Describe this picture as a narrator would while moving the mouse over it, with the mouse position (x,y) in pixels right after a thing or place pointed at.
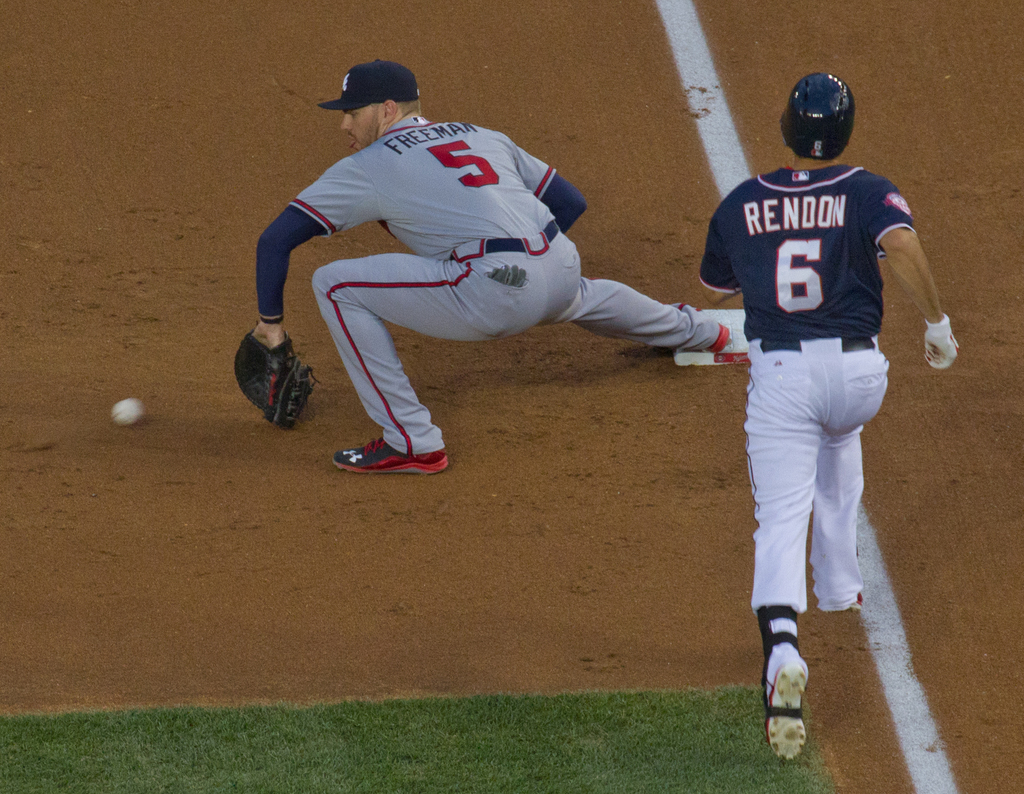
In this image I can see two persons (400,103) playing game. In front (766,304) the person (808,336) is wearing blue and white color dress (817,323) and the other person (398,300) is wearing gray color dress (366,282) and I can see a ball (141,404) in white color.
